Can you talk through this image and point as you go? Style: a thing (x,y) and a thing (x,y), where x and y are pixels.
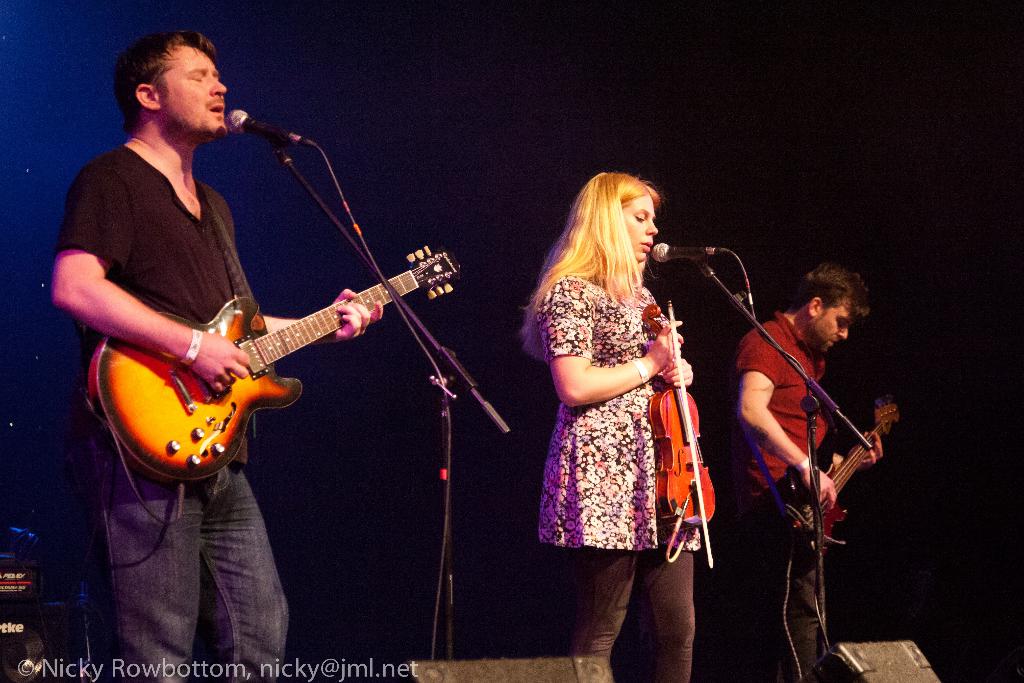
In this picture we can see three people (639,205), in the left side of the given image a man (233,382) is playing guitar (229,400) and singing in front of microphone (245,125), in the middle of the image (552,271) a woman (655,511) is holding violin (698,459), in the right side of the given image another man (799,454) is playing guitar (803,512).
